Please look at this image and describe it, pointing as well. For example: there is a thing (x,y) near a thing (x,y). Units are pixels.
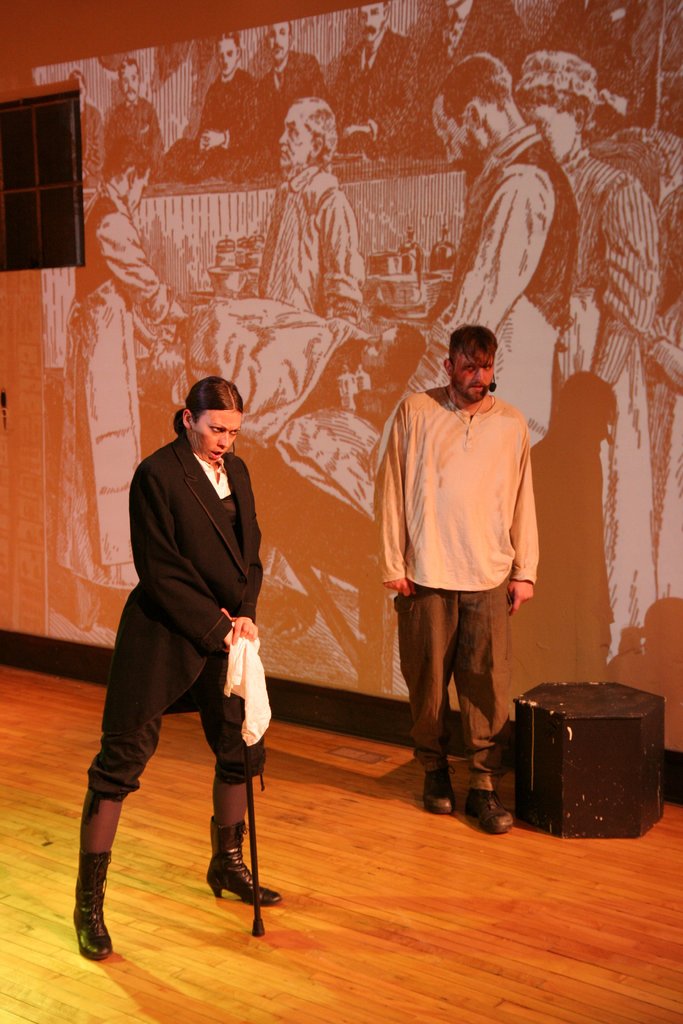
In the center of the image (443,564) we can see two persons (156,573) are standing on the wooden floor (311,754). And we can see they are in different costumes (428,563). Among them, we can see one person (195,688) is holding some objects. In the background (607,712), we can see one black color object (581,755) and wall (281,693) with a screen (148,392) and a window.
